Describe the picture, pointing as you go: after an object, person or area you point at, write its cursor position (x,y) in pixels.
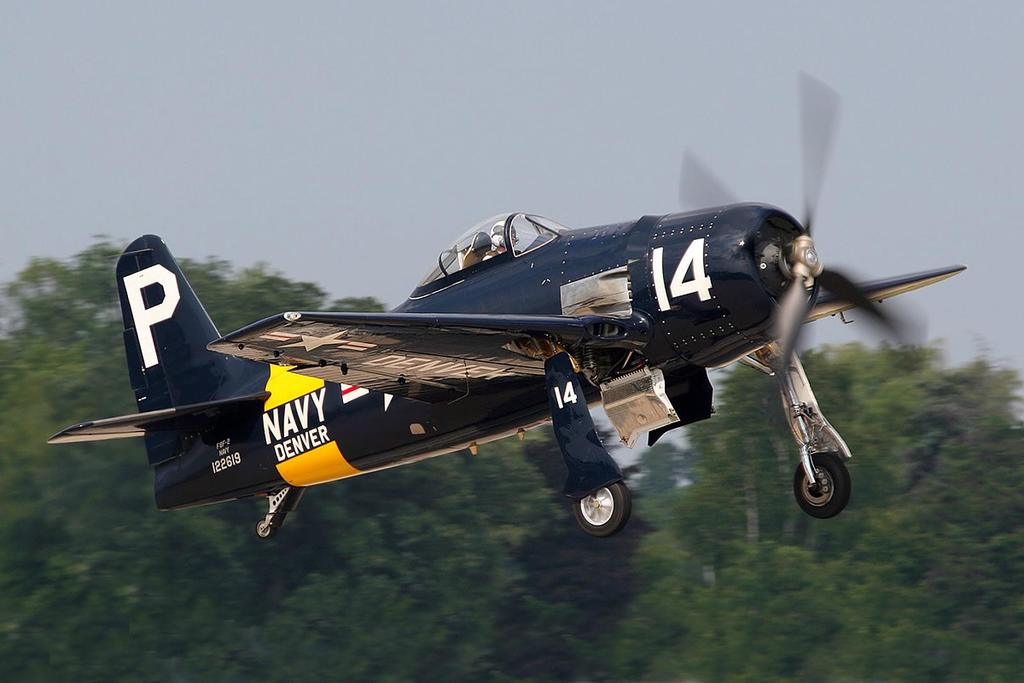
This image consists of an airplane (631,412). It has wheels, wings (354,360), propeller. There are trees (576,536) in the middle (550,436). There is sky (555,163) at the top (645,119).
